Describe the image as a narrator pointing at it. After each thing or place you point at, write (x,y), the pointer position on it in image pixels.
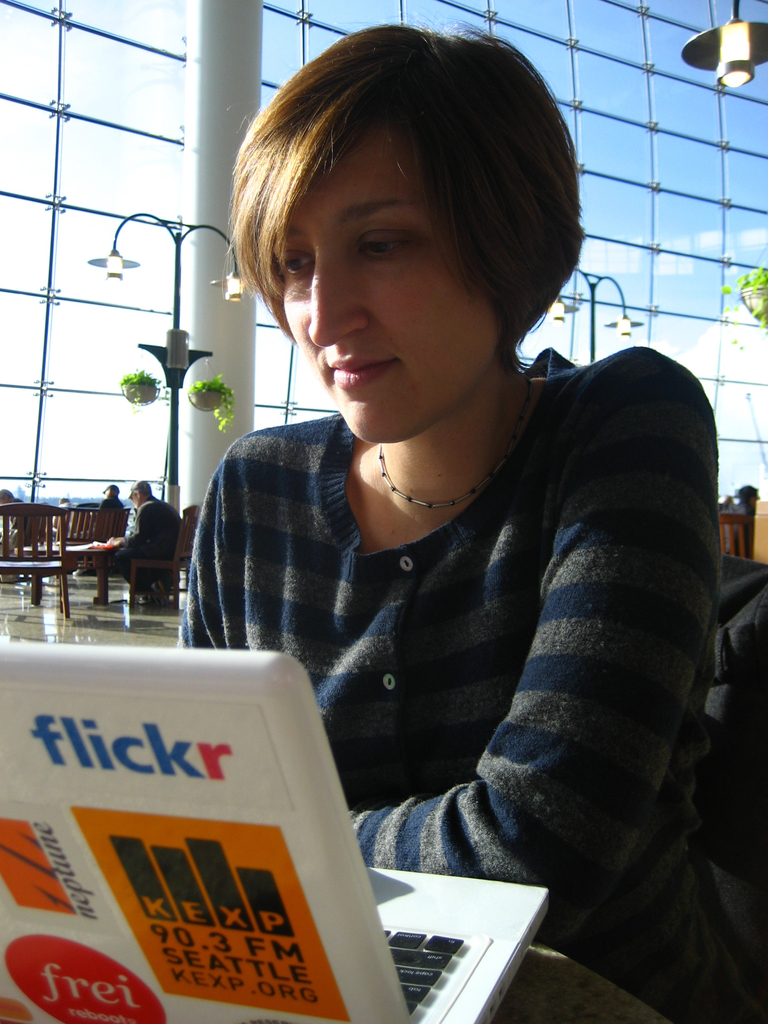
As we can see in the image there is a women (491,521) looking at laptop (112,787) and in the background (11,511) there are few benches (80,533).
